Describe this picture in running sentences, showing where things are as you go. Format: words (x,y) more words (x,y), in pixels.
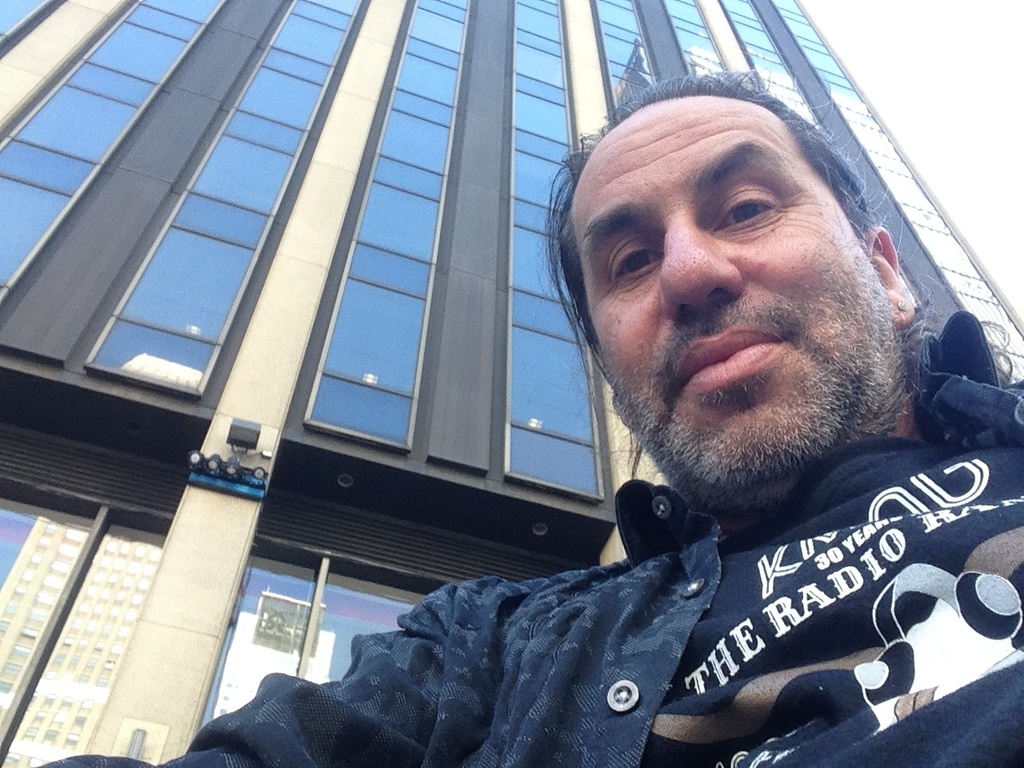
In this picture we can see a person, he is smiling and in the background (414,499) we can see a building (189,418).
